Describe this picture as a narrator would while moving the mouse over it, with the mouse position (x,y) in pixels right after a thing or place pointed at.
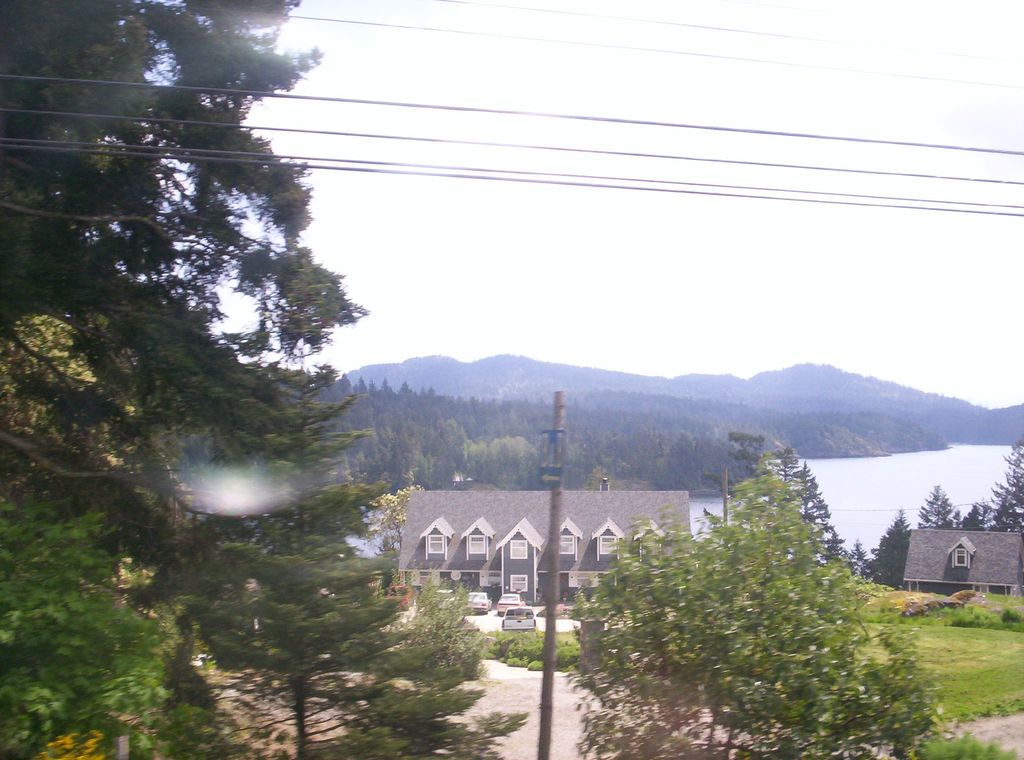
In the foreground (270,678), I can see some trees (196,593), a pole (547,692) and there is a road (511,680). In the background (505,515) there are two buildings (972,541), sea (857,501) and some trees (517,449). On the top of the image (493,140) I can see the sky (540,209) and some wires (520,146).
